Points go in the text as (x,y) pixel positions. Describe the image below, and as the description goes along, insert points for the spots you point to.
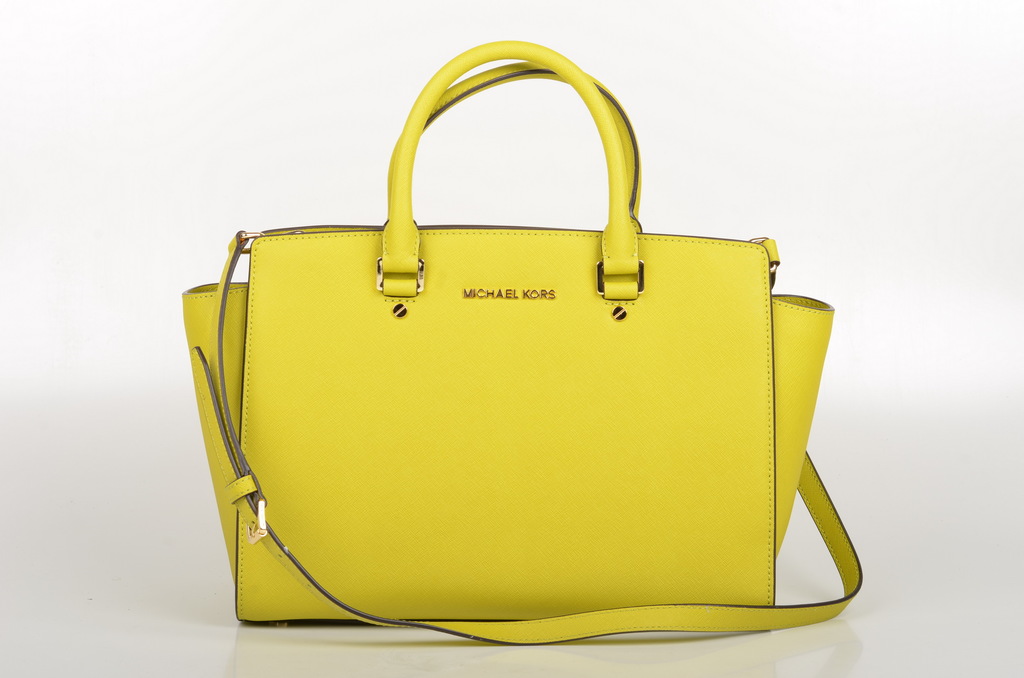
Yellow color bag (562,331) with strap (765,621).
